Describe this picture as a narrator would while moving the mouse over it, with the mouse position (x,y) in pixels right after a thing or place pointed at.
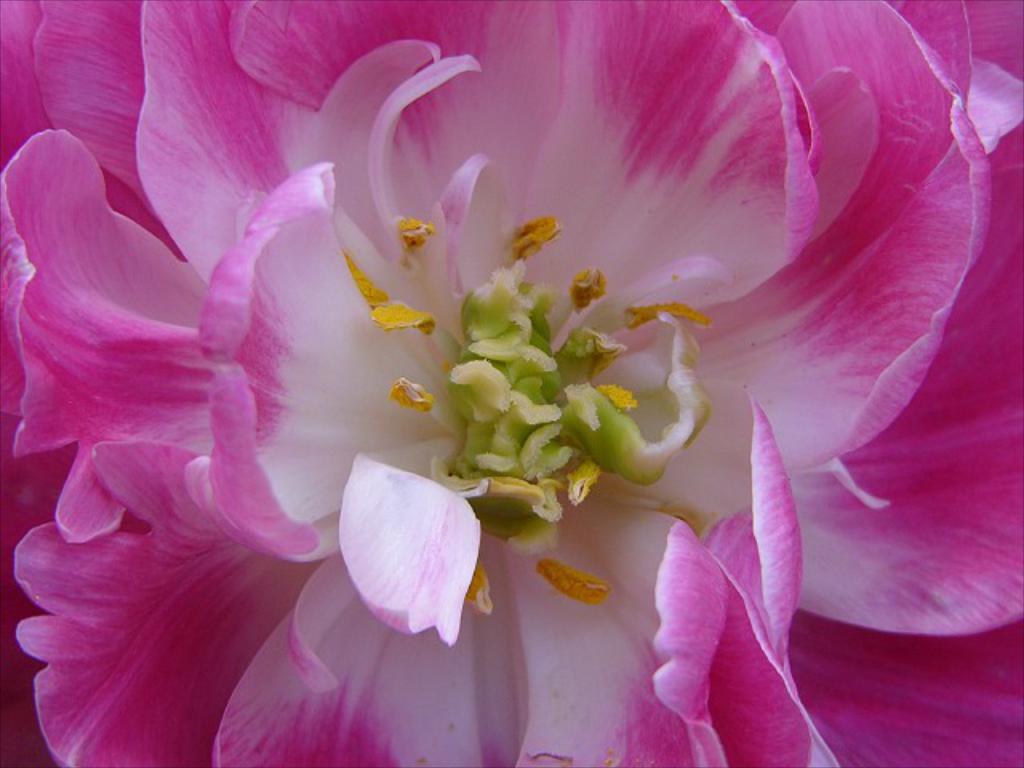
This picture is mainly highlighted with a pink, white color flower (25,446).
